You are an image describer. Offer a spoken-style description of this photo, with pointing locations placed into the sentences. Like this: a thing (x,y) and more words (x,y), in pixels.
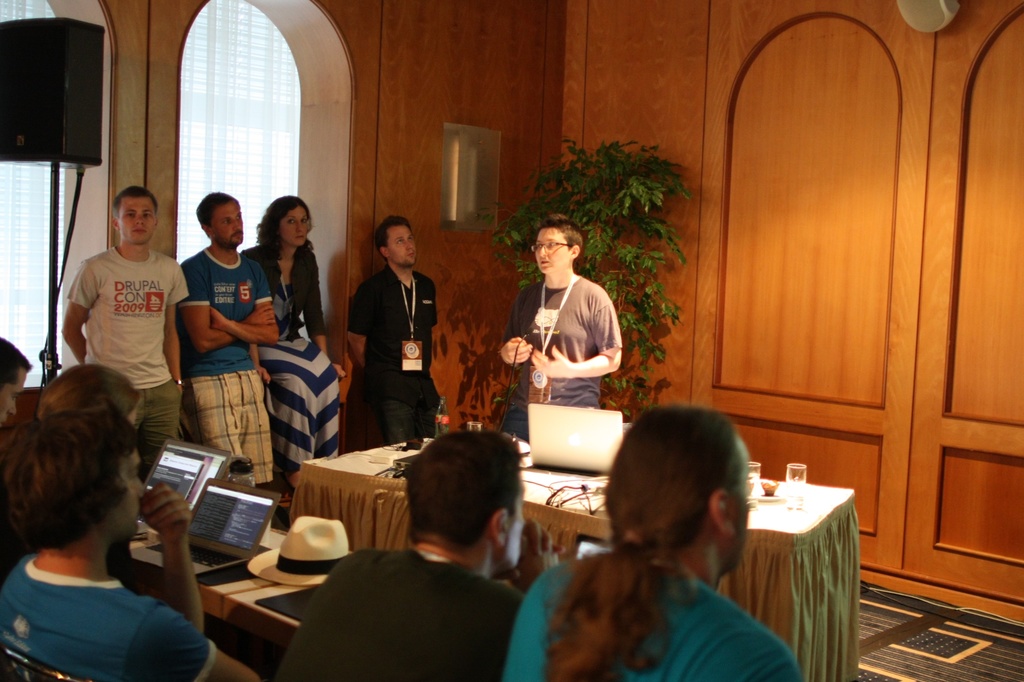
In this picture we can see some persons (358,624) are sitting on the chairs (18,681). These are the tables (253,598). On the table (349,494) there are laptops (268,525), hat (300,534), and glasses (792,488). Here we can see some persons (308,215) are standing on the floor (897,648). This is plant (617,236) and there is a wall (470,91).
